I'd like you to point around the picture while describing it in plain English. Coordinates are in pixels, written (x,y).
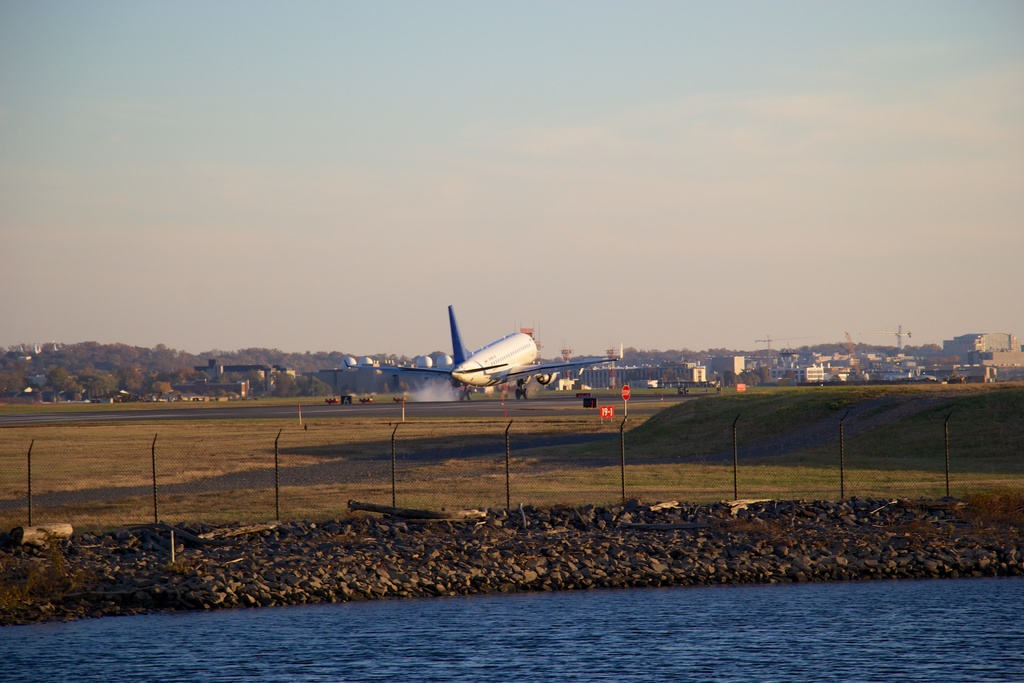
In this image we can see an airplane (499,358). Image also consists of many trees (132,376) and also buildings (884,355) and poles (31,467). At the top (292,194) there is sky (483,172) and at the bottom (737,644) there is water (976,604). We can also see stones (314,542) and also grass (327,454) in this image.
